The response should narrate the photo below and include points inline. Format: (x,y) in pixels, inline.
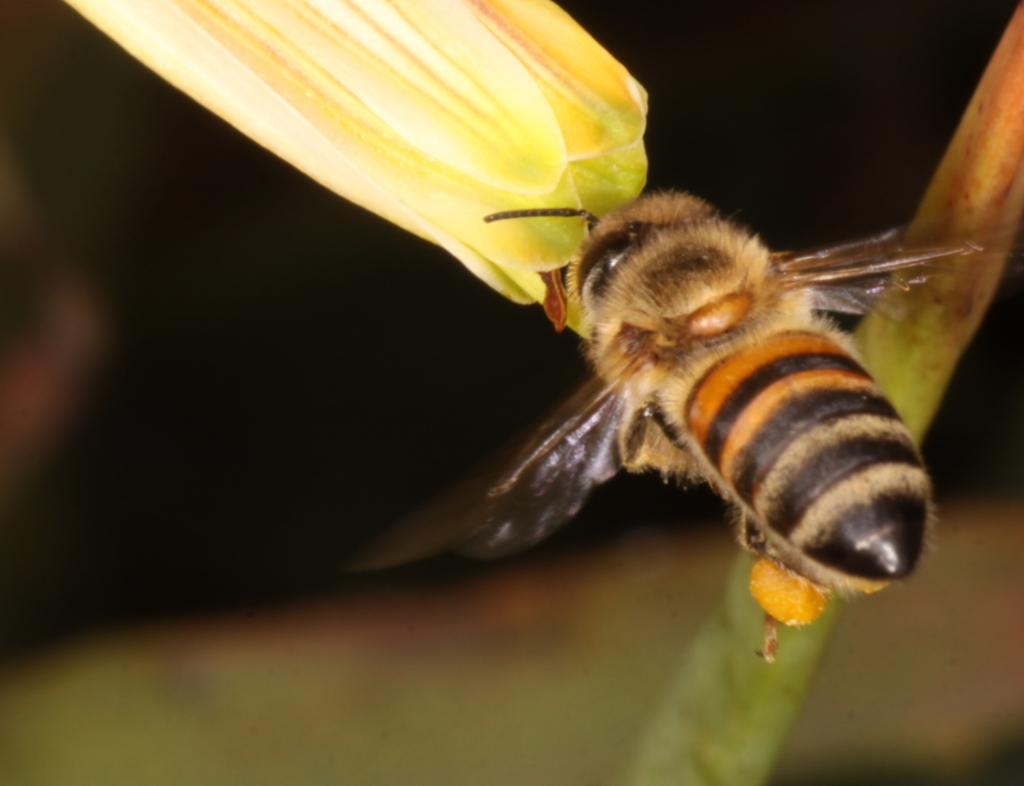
In the foreground of this image (792,391), there is an insect (697,361) flying in the air (321,374) near a flower (488,132). In the background (929,155), there is a stem (966,172) and blurred image around it.
